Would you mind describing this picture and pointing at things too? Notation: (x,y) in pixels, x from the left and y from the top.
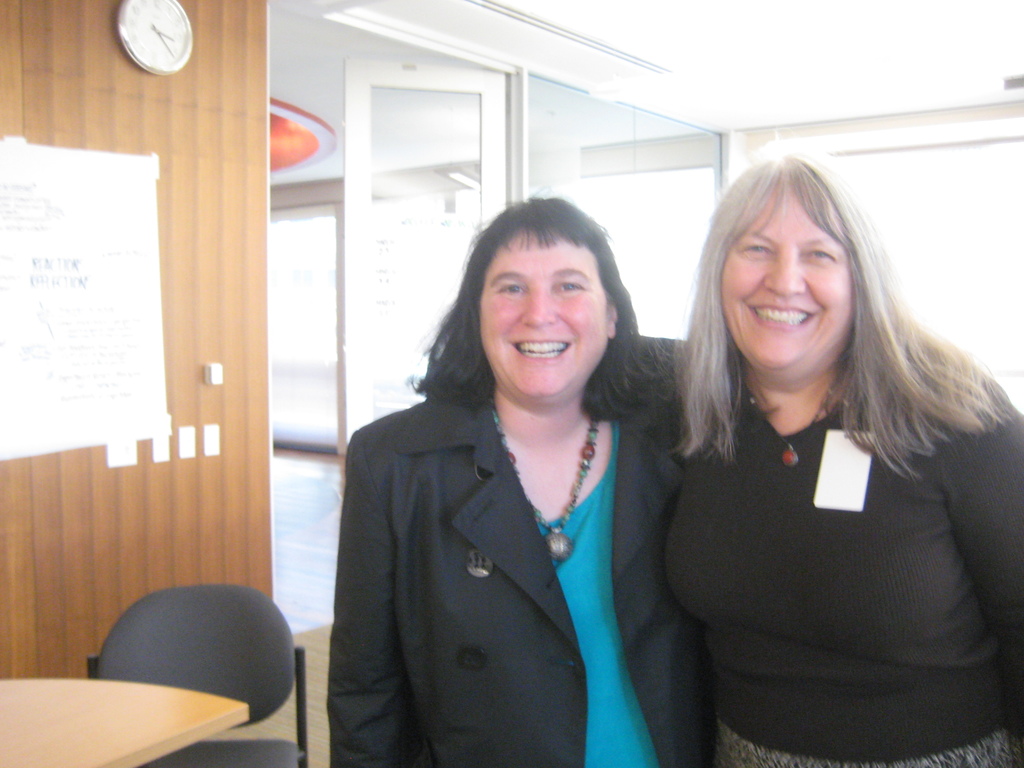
In this picture these two persons (595,630) standing. On the background (162,253) we can see wall (237,181), clock (168,50), door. We can see chair (203,624) and table (201,702). This is floor (311,596).
